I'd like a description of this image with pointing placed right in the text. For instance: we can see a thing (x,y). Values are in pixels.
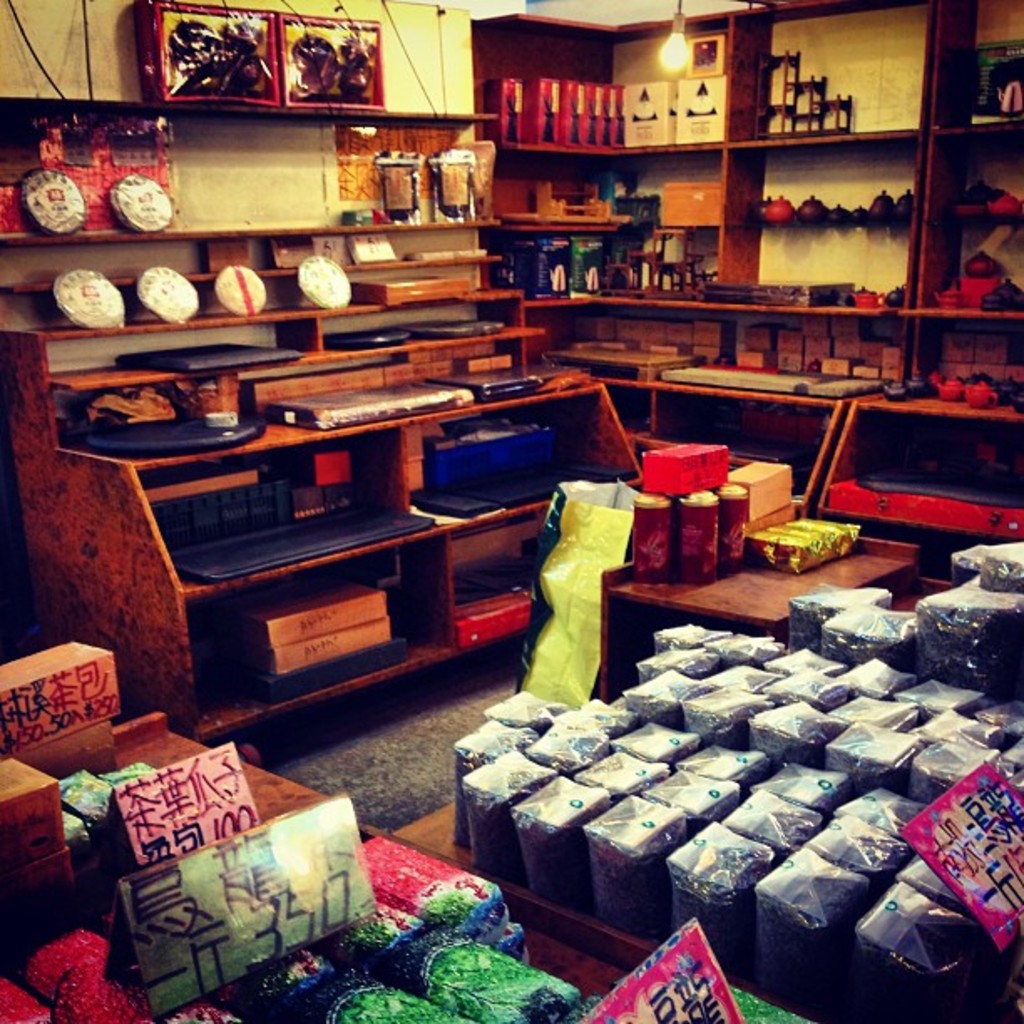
In the picture we can see inside the shop (79,343) we can see some racks (54,518) with some boxes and into the wall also we can see some racks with some things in it and to the ceiling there is a light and on the floor (417,780) also we can see some bags (796,880) packed on the platform (268,790).
